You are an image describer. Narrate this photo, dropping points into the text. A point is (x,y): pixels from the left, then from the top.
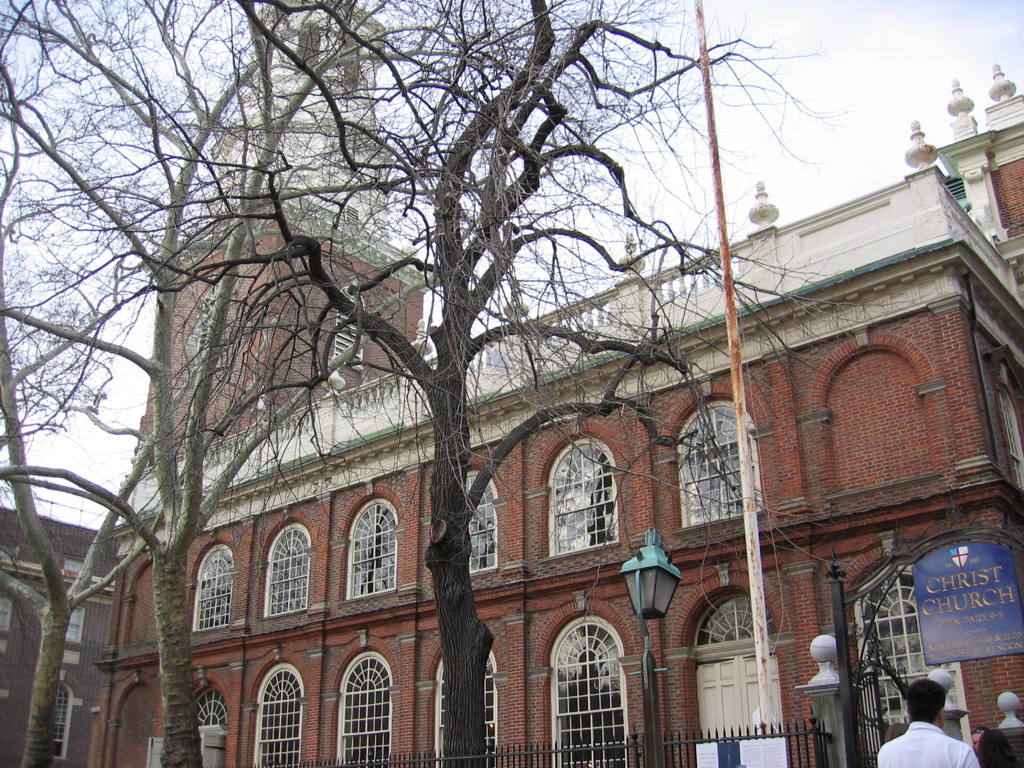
In this image there is a church building (626,460) with a name board (972,600), lamp posts (658,568), metal rod fence (582,747), trees (458,613), metal gate (851,731), metal rod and a person (942,759) in front of it.
